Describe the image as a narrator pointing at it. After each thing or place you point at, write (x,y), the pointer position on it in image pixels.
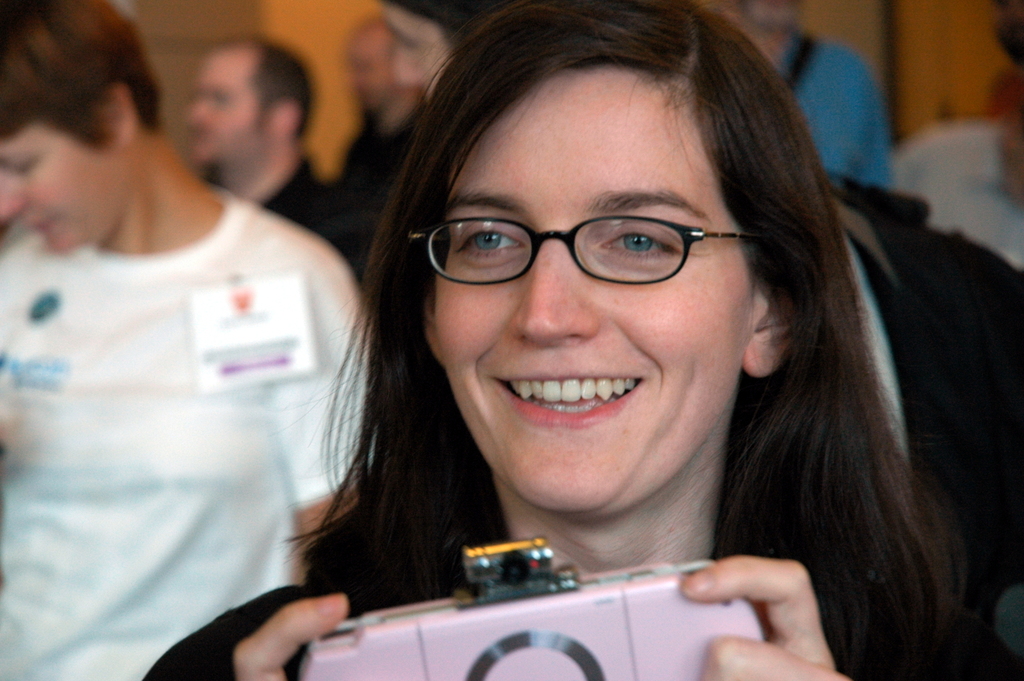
here in the picture we can see woman (568,506) laughing and catching a pink game console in her hand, here we can also see different persons (470,16) back of woman (550,86).
